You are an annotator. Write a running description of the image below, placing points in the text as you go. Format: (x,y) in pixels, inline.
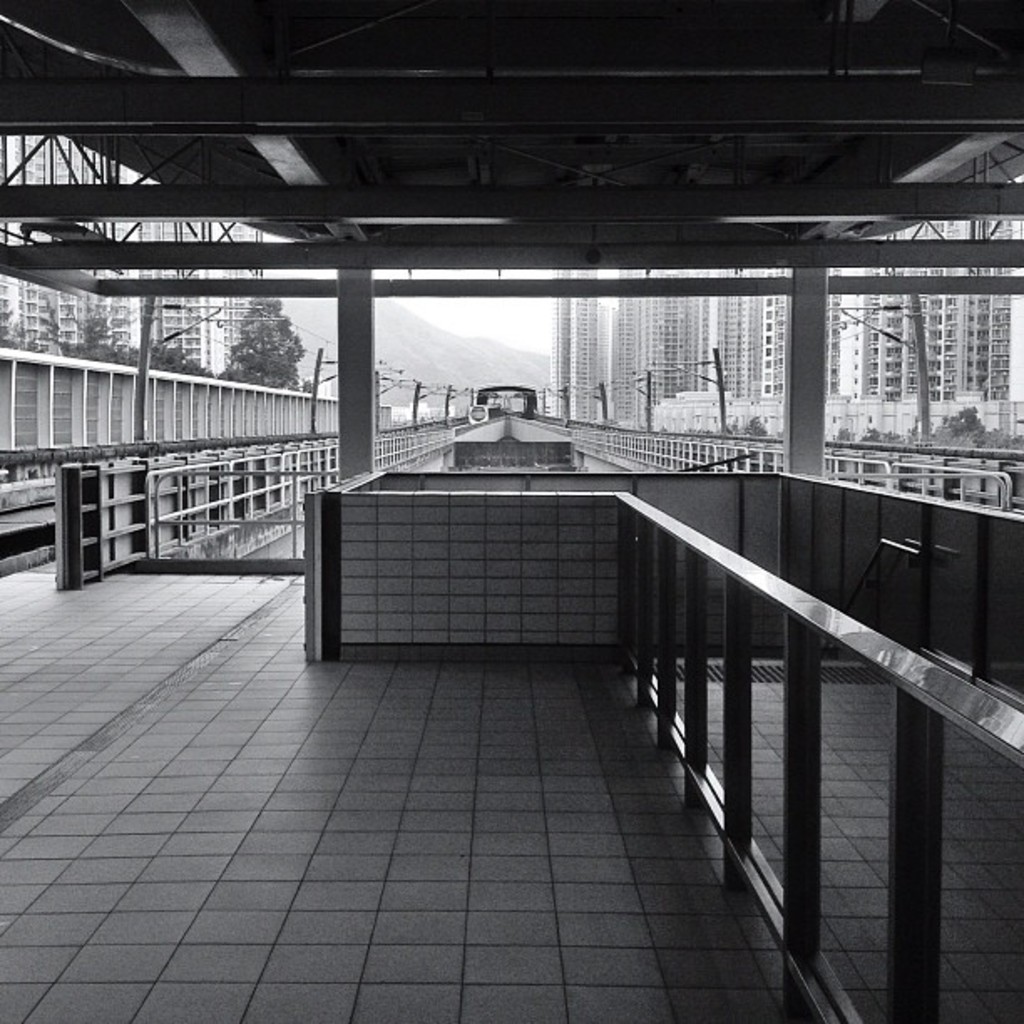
In this picture there are buildings (994,317) and trees (936,439) and there is a mountain (464,382) and there is a train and fence (23,400). In the foreground (669,573) there is a railing (920,931). At the top (453,272) there is sky (417,272). At the bottom (312,903) there is a floor (343,849).
